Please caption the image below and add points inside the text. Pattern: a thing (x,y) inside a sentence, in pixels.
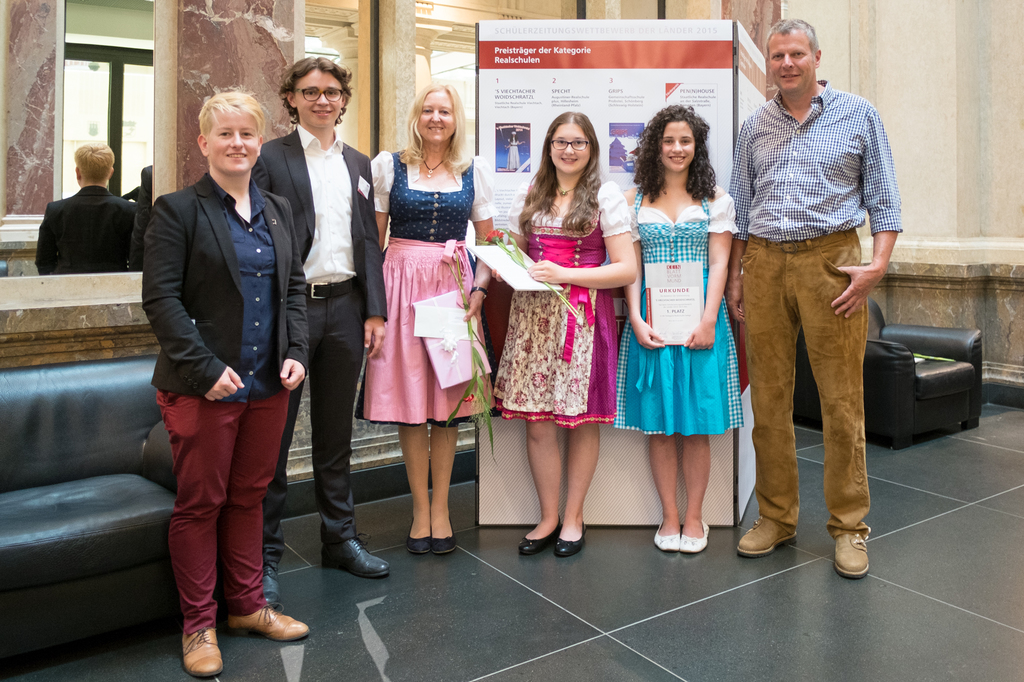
In the center of the image (415,255) three ladies (554,240) are standing and holding an object's (664,313) like books (691,290) and flower (519,254). On the left (253,224) and right side of the image (792,203) three mans (792,203) are standing. In the background of the image (552,76) we can see the board (609,61), wall (394,57) are present. On the left side of the image (48,434) a mirror (59,269) and a couch (67,422) is present. At the bottom of the image (504,590) floor (553,567) is there.
